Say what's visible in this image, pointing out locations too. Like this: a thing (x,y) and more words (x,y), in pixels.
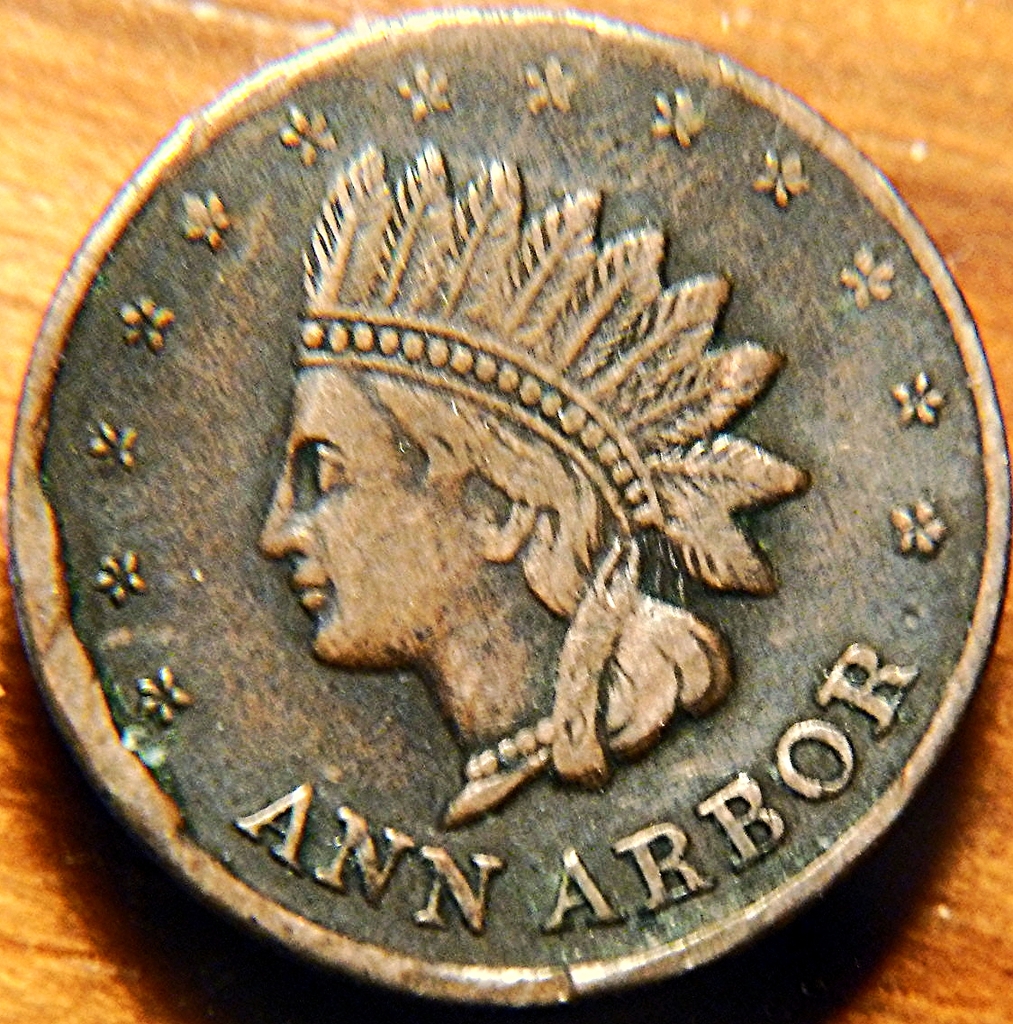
In the center of the image (561,579) a coin (546,552) is present. On coin (595,423) we can see a person (487,567) and some text (355,852) are there.
